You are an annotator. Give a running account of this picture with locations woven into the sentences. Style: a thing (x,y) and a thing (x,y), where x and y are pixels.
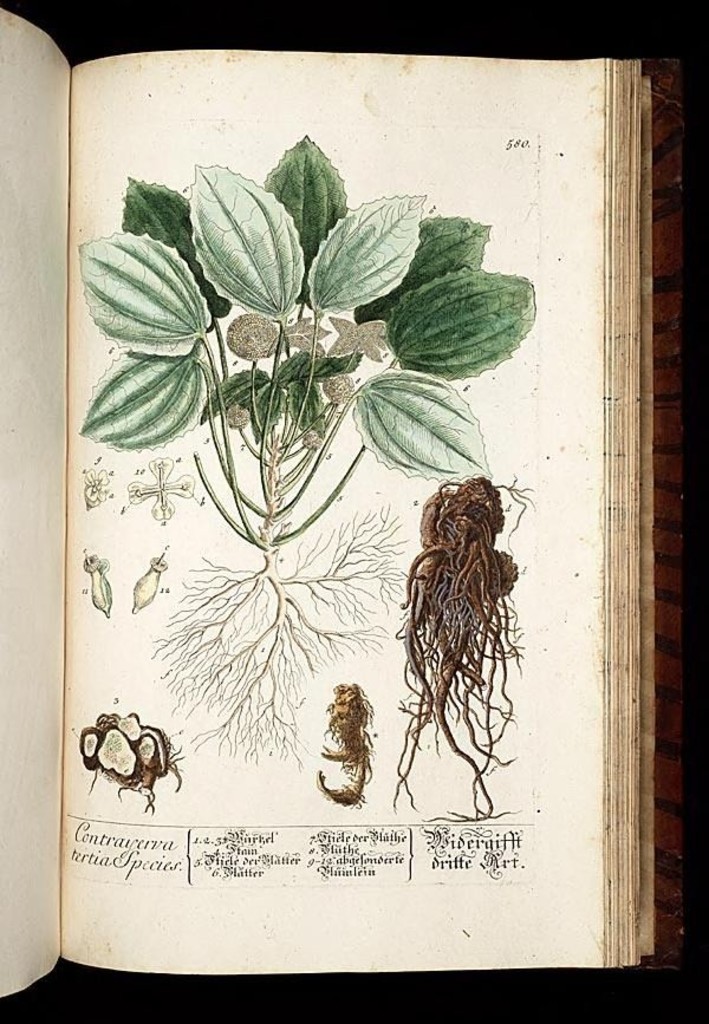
In this picture we can see a book (560,864), here we can see a plant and some text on it.
